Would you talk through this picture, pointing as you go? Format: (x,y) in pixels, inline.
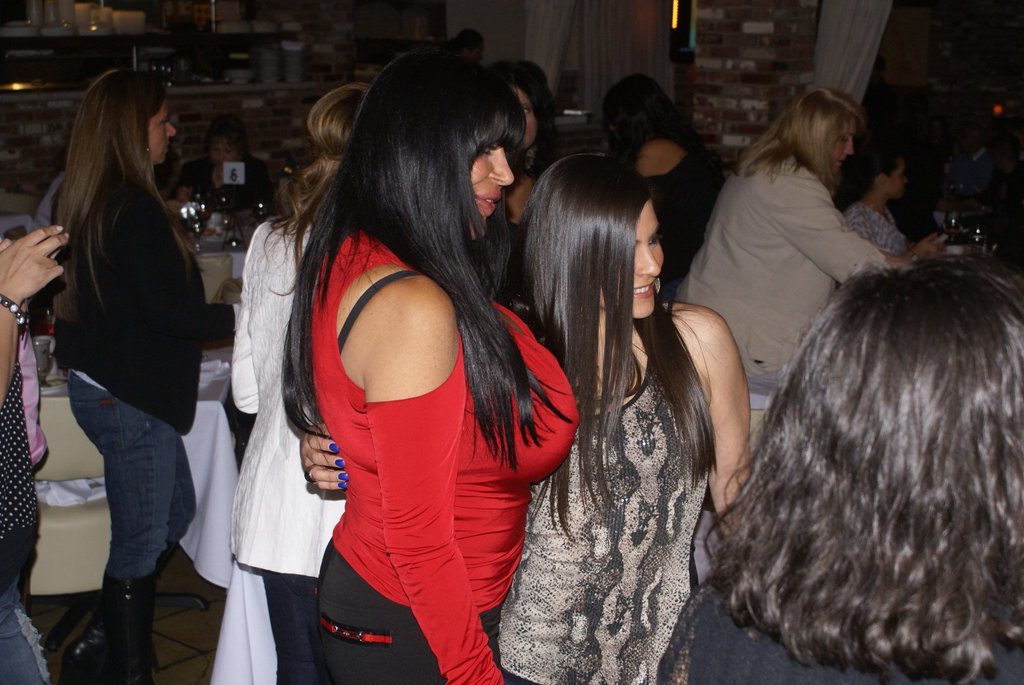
In this image there are groups of persons (622,306), towards the left of the image (31,556) there is a person (27,627) truncated, towards the right of the image (899,499) there is a person (844,579) truncated, there is a wall (751,81), there is a person (250,168) sitting, there are objects (215,227) on the surface (213,243), there are curtains (835,42).
